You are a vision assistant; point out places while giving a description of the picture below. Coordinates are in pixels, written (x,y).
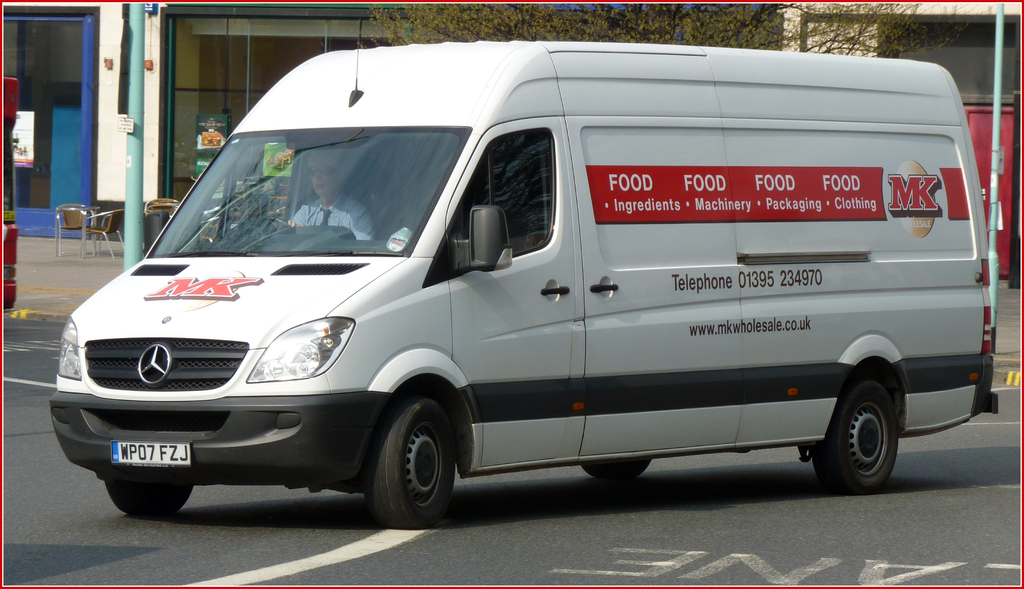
In this image I can see a vehicle (584,257) which is in white color. Back Side I can see buildings (103,195), glass window (55,87), chairs (105,228), pole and trees (652,25).
